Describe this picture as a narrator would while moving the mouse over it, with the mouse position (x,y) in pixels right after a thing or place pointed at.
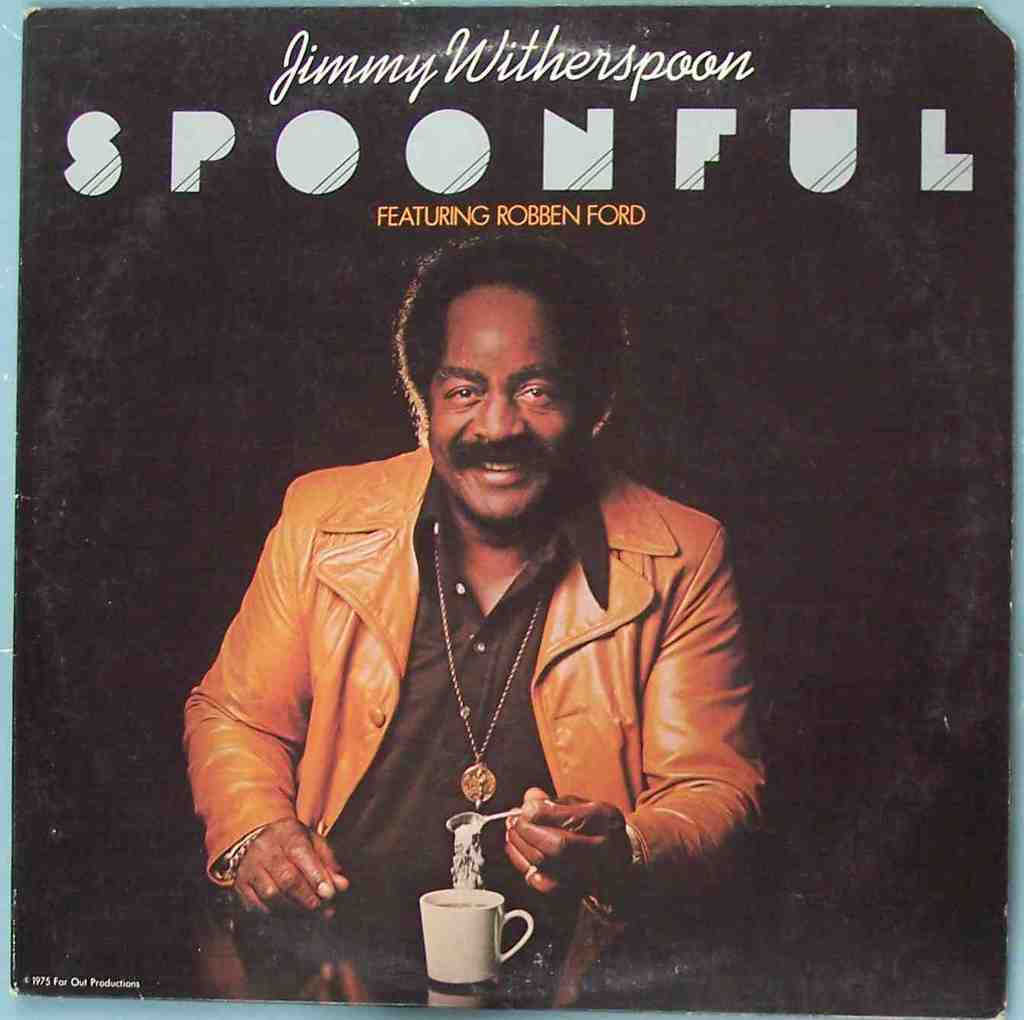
In this picture we can see a poster (363,372), on the poster (509,586), we can some text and image of a person (534,512) holding a spoon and also we can see a cup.
